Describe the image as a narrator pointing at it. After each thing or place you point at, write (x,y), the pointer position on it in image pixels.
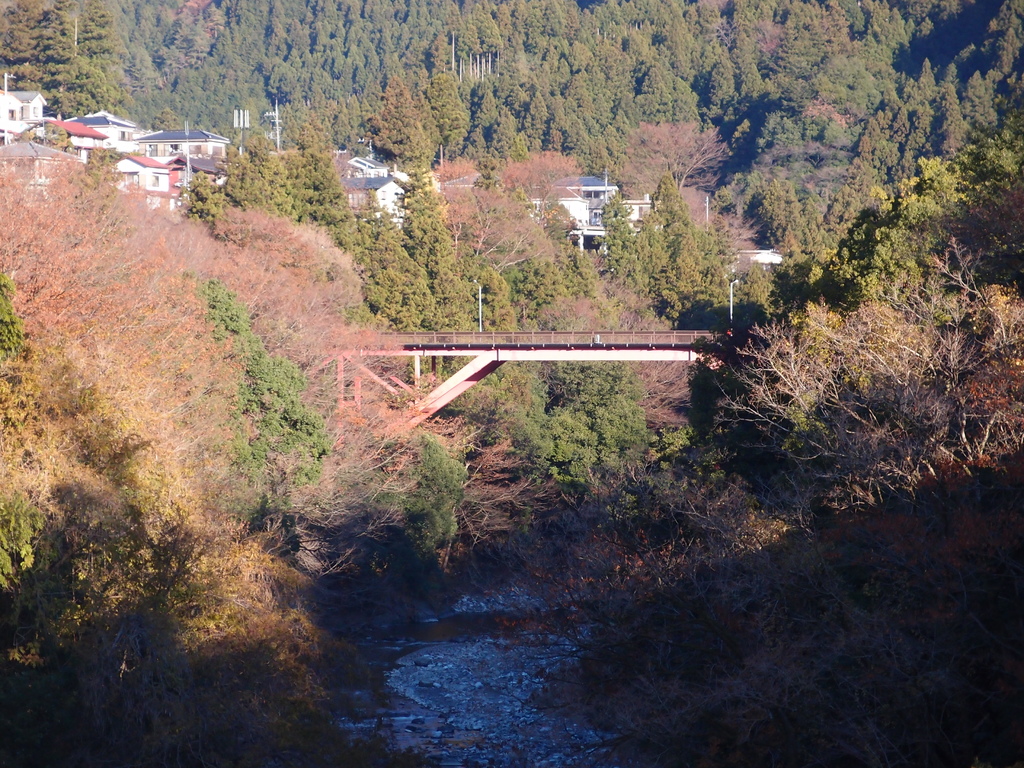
At the bottom of this image (450,756) I can see the water (488,628). In the middle of the image (392,376) there is a bridge (391,389). In the background (392,243) there are many trees (312,257) and buildings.
